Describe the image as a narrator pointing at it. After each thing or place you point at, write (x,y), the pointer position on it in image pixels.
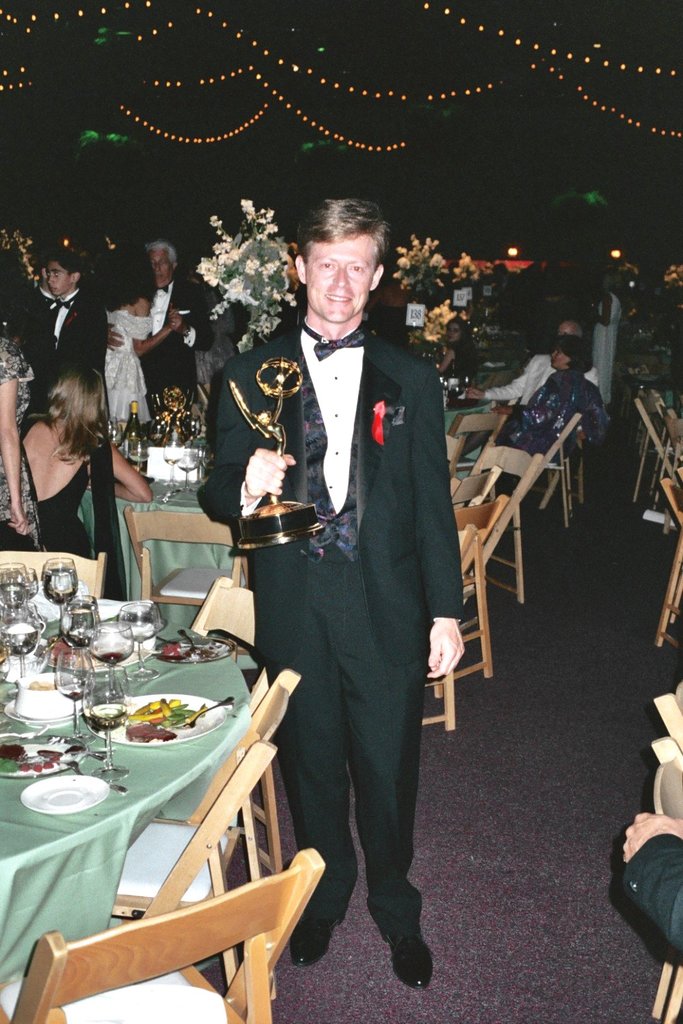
At the top (553,55) we can see lights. Background (62,181) is really dark. Here we can see persons (573,376) sitting on chairs (532,479) in front of a table (193,665) and on the table (140,774) we can see plate of food (163,737), wine glasses (97,630), spoons (78,765) and forks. Here we can see one man (323,496) standing and wearing a black blazer (398,470) and holding a trophy (267,373) in his hand (275,475).
